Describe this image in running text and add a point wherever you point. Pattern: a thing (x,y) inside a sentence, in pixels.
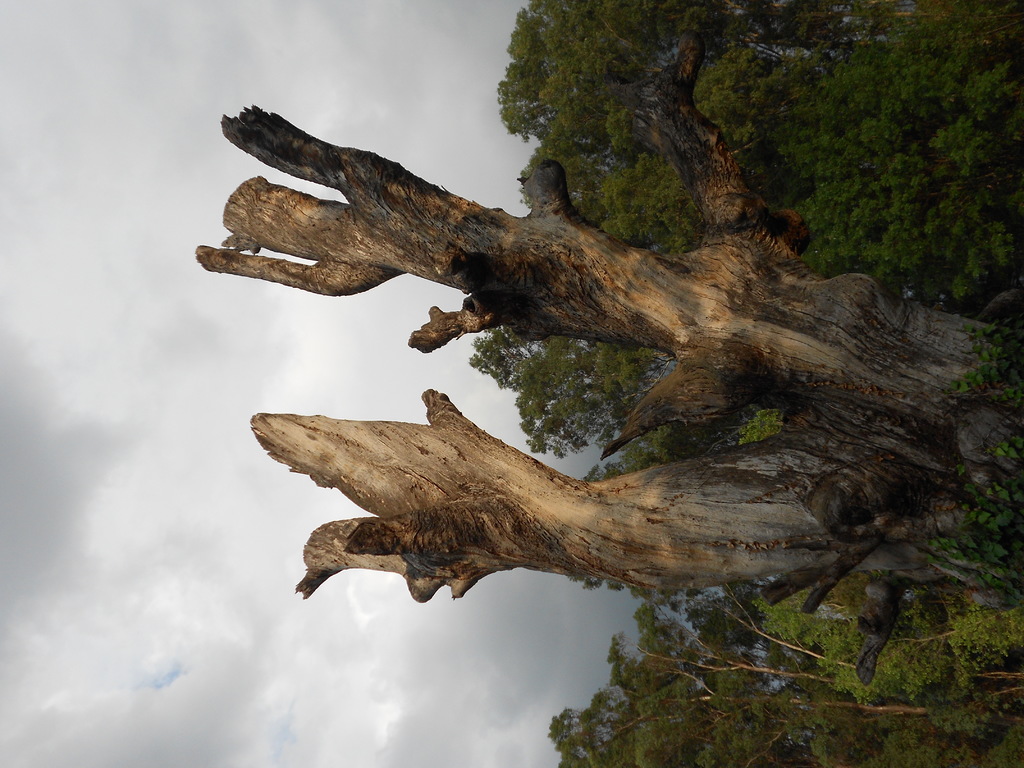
In this image there are trees (778,47) and a log (848,401), in the background (164,648) there is the cloudy sky (167,420).
